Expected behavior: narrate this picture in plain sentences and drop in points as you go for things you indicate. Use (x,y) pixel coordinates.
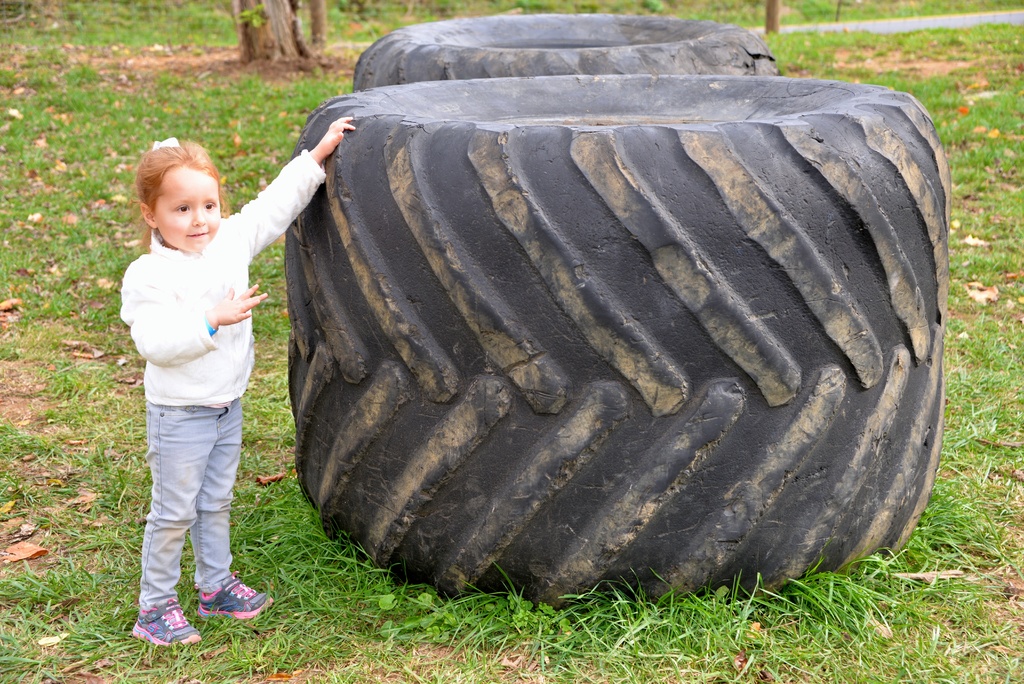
This image is taken outdoors. At the bottom of the image (329,621) there is a ground (58,392) with grass (633,612) on it. In the background (295,47) there are three trees (283,34). On the left side of the image (171,216) a kid (223,340) is standing on the ground (242,540). In the middle of the image (504,340) there are two tires (584,213) on the ground (366,662).
